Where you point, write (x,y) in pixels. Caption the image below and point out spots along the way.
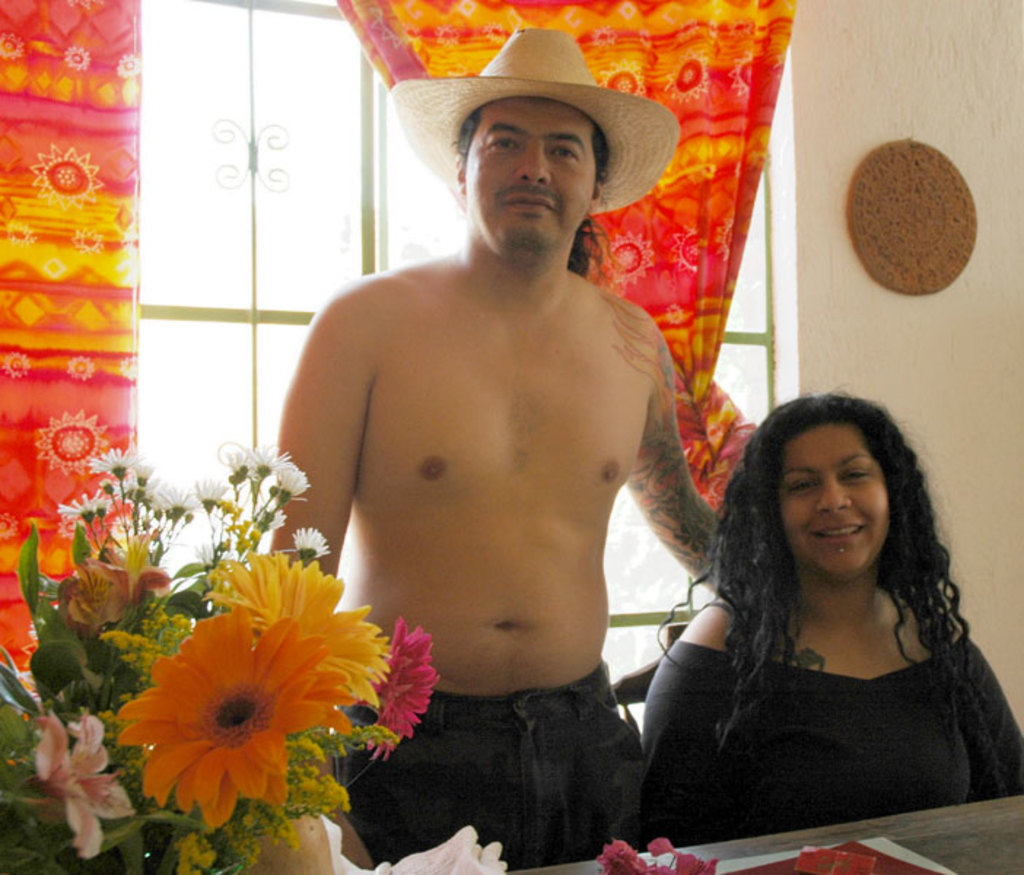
In this picture we can see a man (493,596), woman (693,667), they are smiling and woman (732,685) is sitting on a chair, in front of them we can see a platform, flower vase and some objects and in the background (894,339) we can see a wall (948,444), window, curtains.
